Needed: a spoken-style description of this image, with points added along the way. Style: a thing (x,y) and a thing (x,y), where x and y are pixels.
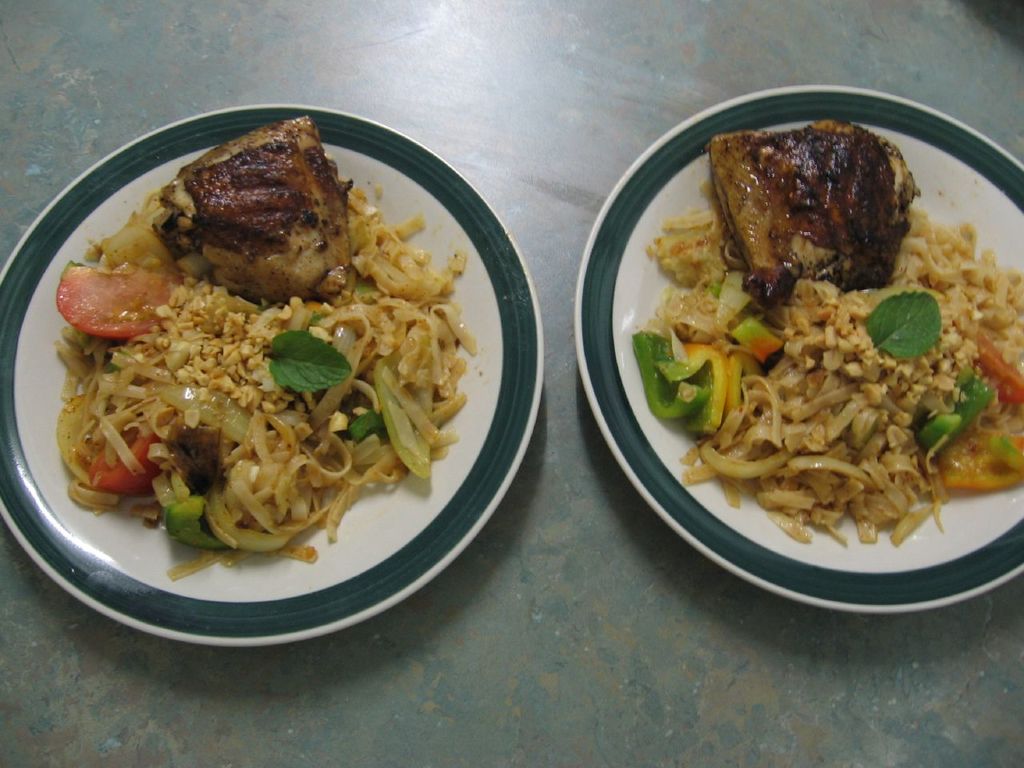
This image consists of noodles (859,490) along with the meat (311,268), kept on the plates (486,515). The plates (402,551) are on the table (568,693).
